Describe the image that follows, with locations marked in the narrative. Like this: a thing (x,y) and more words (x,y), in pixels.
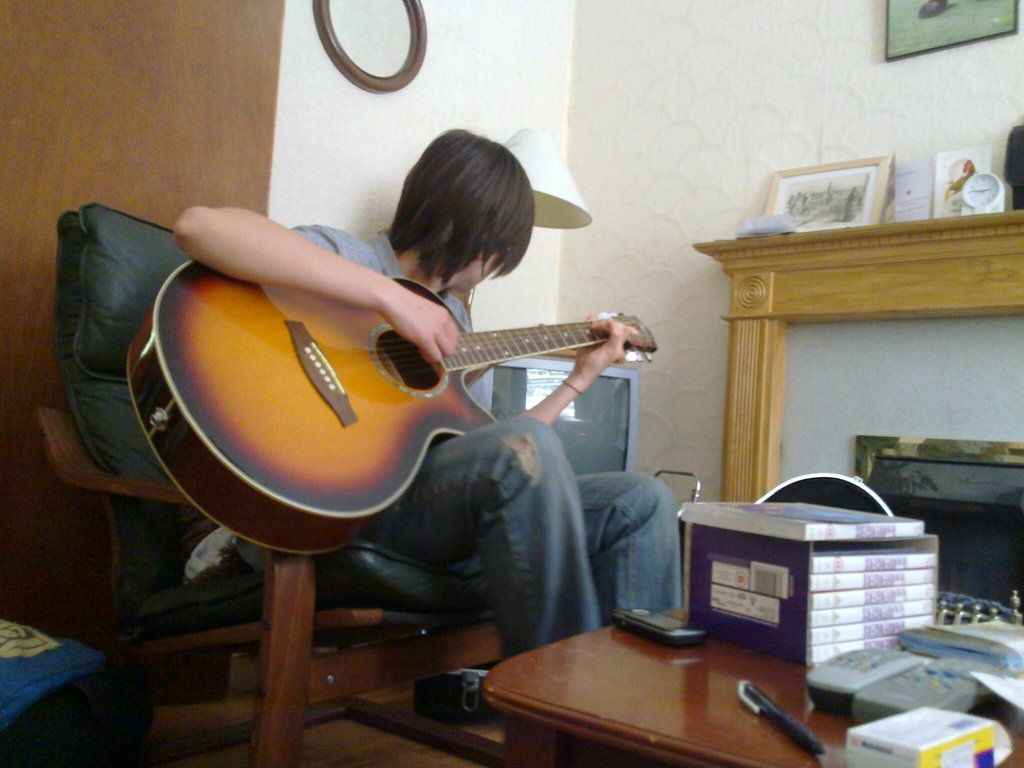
There is a boy (460,474) sitting on sofa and playing guitar (322,490) in front of him there is a table (811,767) with a box (983,734) and cell phone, pen (768,707), remotes (828,697) on it. beside the boy (516,425) there is a small TV (528,383) and lamp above it.
